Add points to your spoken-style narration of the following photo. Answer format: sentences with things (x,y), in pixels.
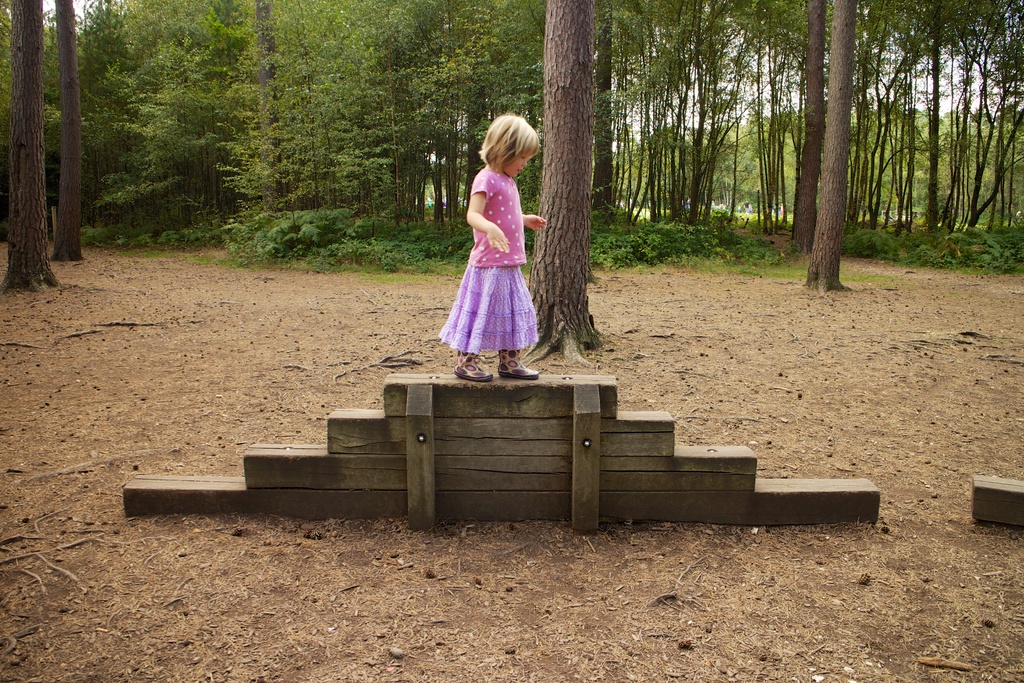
There is a girl (515,356) standing on the wooden stairs (504,387) which is present on the ground (569,596). In the background (349,26) there are many trees (620,97) and also some plants (400,230).
